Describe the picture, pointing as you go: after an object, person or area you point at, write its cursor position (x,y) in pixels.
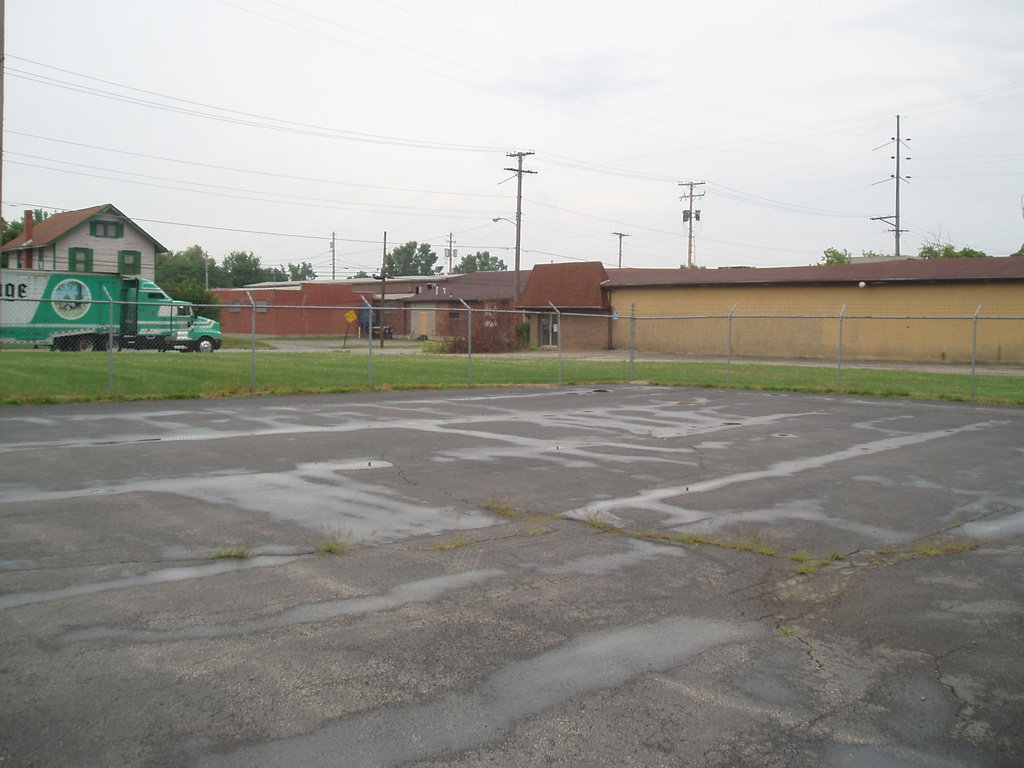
In this image we can see road (299,615), fence (371,359), grass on the ground (275,654), electric poles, houses (655,287), windows (125,266), wires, trees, board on a pole (348,328) and clouds (546,138) in the sky (275,105).
